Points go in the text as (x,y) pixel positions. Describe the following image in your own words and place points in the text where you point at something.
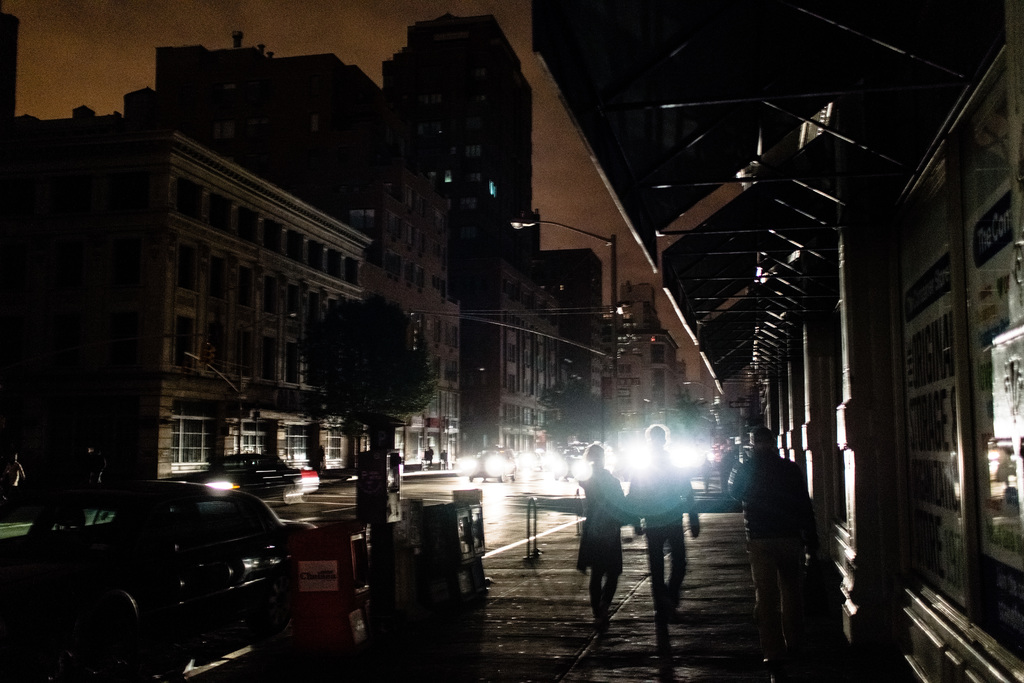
In this image I can see few people (591,573) walking on the walkway (572,582). There are vehicles (203,508) on a road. There are poles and buildings (222,365) on the either sides of the road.
